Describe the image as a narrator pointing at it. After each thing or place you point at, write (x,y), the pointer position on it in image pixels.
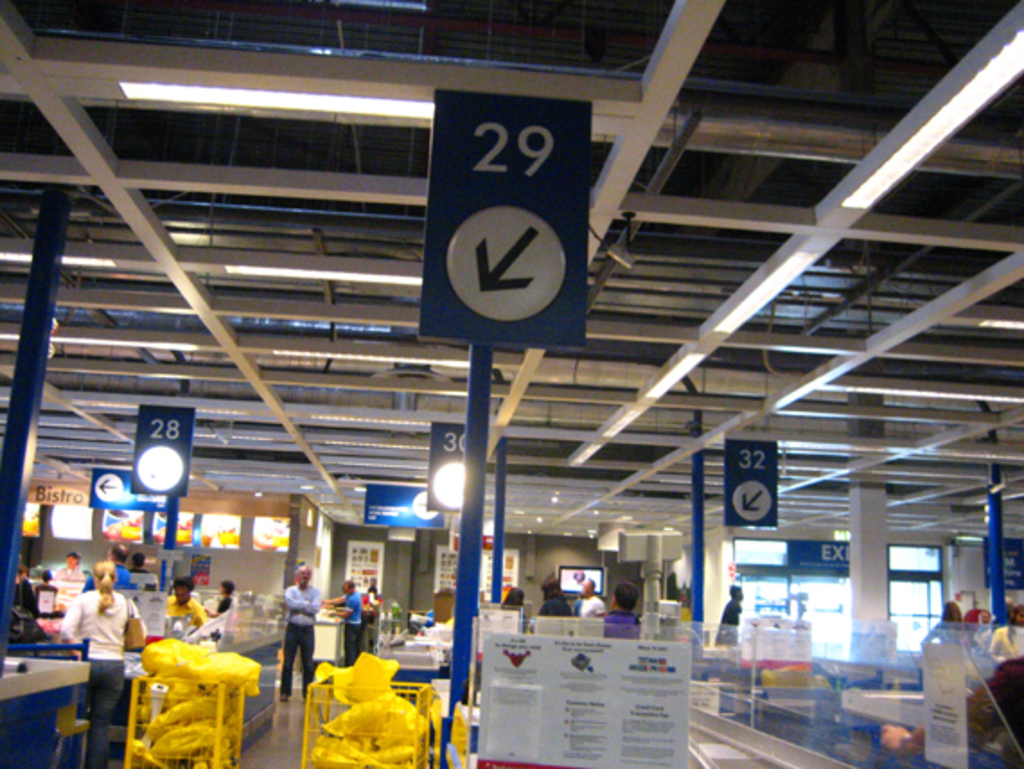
The image is captured inside the billing counter (815,652) of a store (614,693), there are some items (350,708) kept in the trolleys (371,719) and around the counters (259,621) there are few people (38,606) and there are some boards (556,326) with arrow marks (524,237) and numbers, in the background (762,567) there is an exit door (803,582) on the right side (773,601).
